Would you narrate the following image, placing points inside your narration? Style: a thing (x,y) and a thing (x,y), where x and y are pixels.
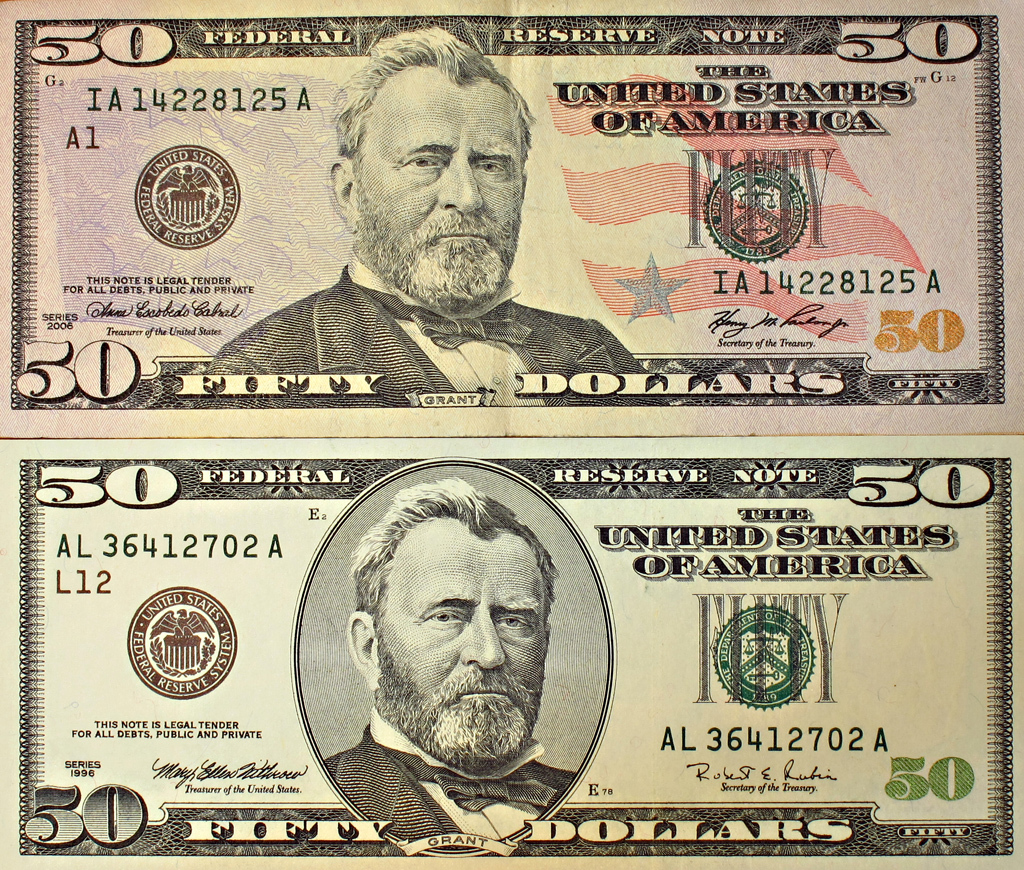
The picture consists of two dollar notes (176,384). At the bottom (529,643) there is a person (478,623) on the note (394,576), at the top (385,198) there is another person (439,209) on the note (439,209). It is a $50 note (315,228).
